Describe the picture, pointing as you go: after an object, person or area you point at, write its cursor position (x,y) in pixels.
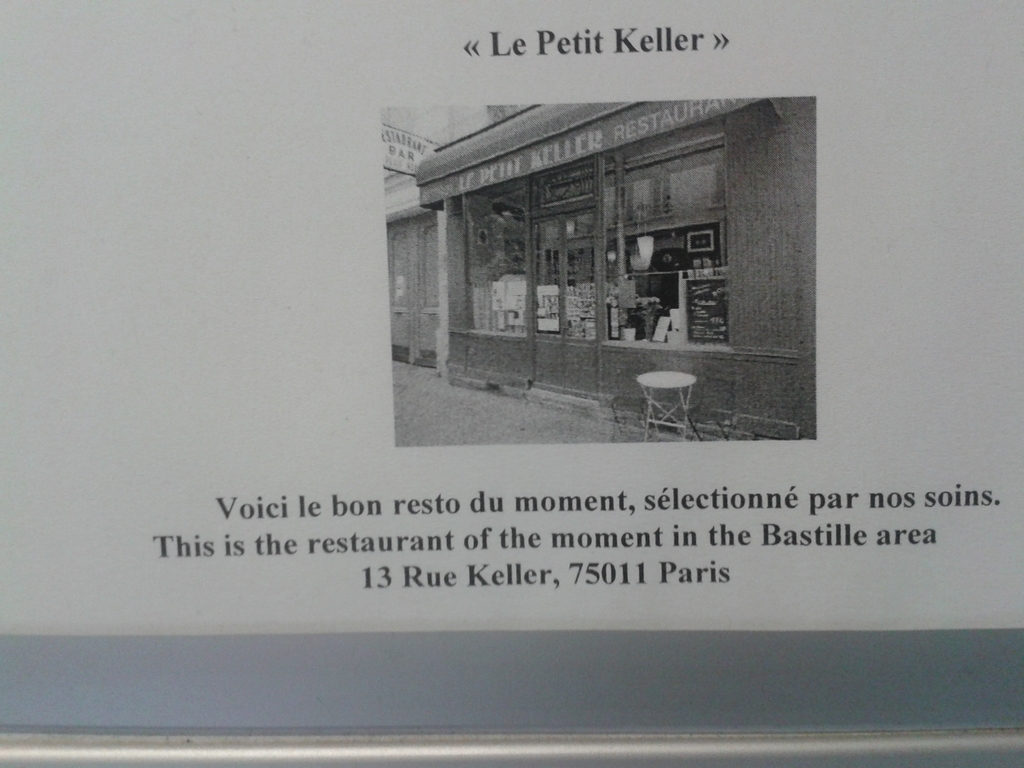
This looks like a poster (219,453). I can see the picture of a glass door (584,293). Here is a stool (646,378). This is the name board (557,162). These are the letters (258,543) on the poster (544,484).
